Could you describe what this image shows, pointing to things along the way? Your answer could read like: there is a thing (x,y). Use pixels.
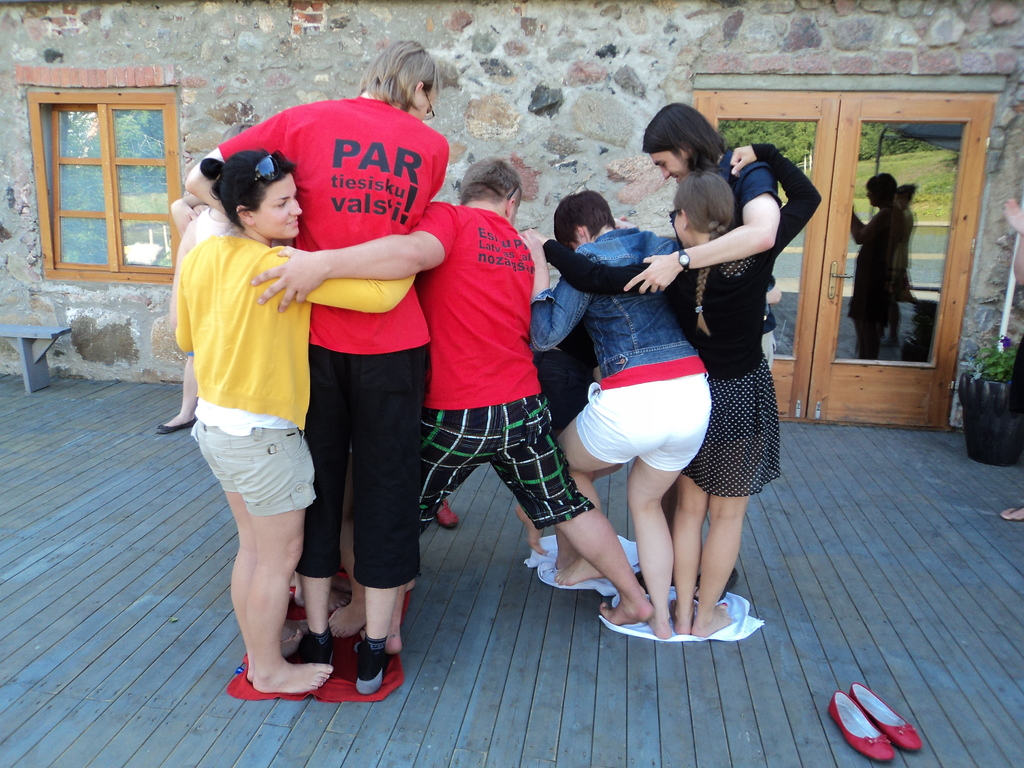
In this image I can see the group of people (254,375) with different color dresses (476,462) and I can see these people (511,402) are standing on the white and red color clothes (348,651). To the right (830,699) I can see the pair of shoes (856,726). In the background (313,75) I can see the building (472,90) with window (140,183) and the glass door (814,352). I can see the reflection (900,325) of few people (863,328), road (792,271) and the trees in the glass (881,222).
